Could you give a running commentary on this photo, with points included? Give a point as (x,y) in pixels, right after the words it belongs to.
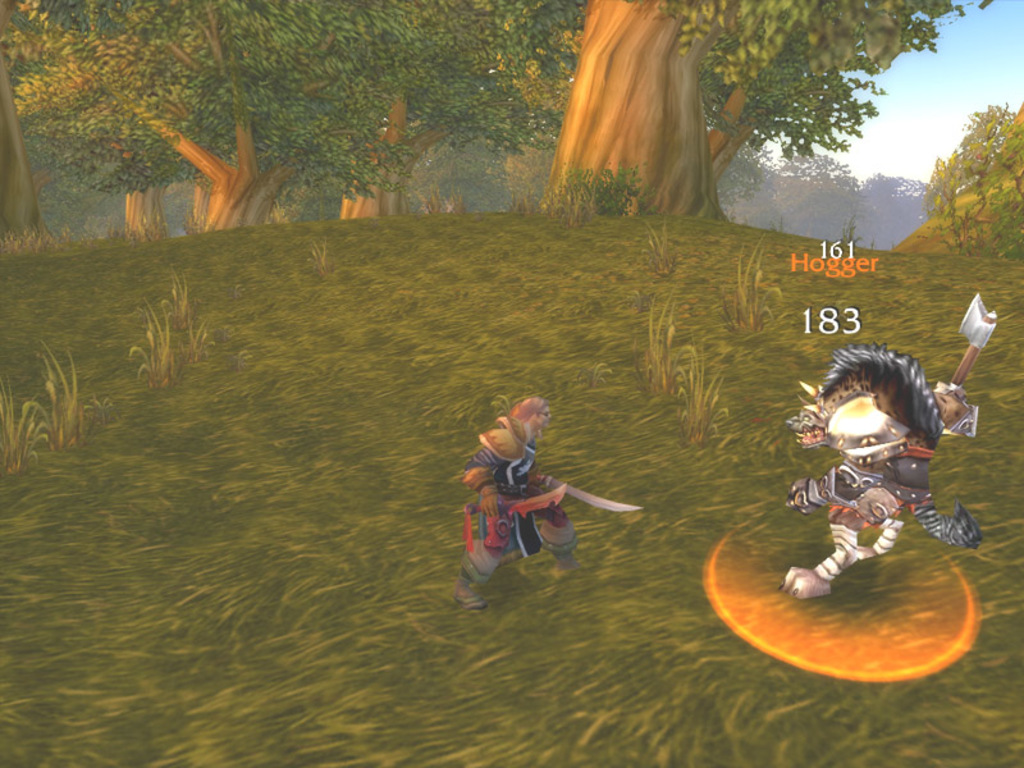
This is an animated image. I can see an animal (850,511) and a person (532,552) standing on the grass (660,462). In the background (409,135), there are trees (86,147) and the sky (937,138). On the right side of the image (858,314), I can see the words (804,266) and numbers (826,335).
